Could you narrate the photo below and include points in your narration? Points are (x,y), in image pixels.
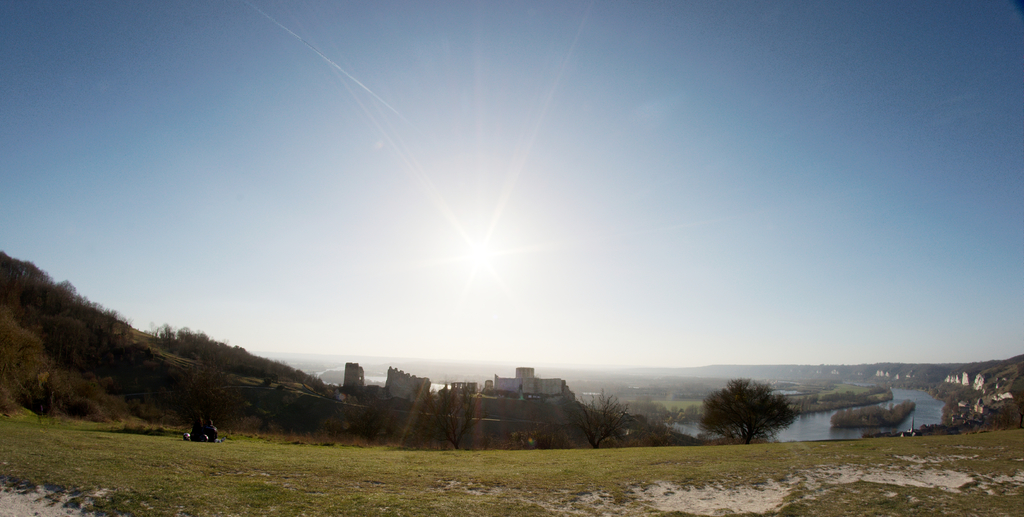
There is grass (145,477) on the ground (239,446) on which, there are two persons (203,421) sitting. In the background (286,403), there are plants (436,404), trees (62,352) and buildings (540,384) on the hill (254,390), there is a lake (843,434), there are buildings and trees (1003,401) on the hill (981,385), there are mountains (1008,364) and there is sun (474,251) in the blue sky (456,226).
